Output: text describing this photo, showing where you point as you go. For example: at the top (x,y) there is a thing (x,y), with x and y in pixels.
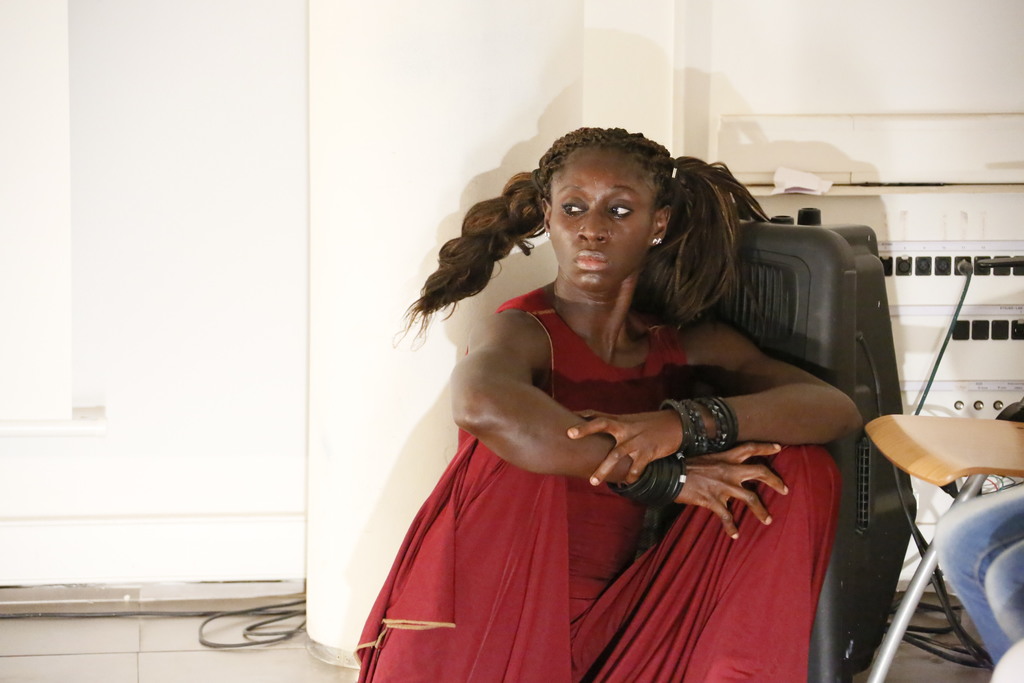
This is the picture of a lady (600,393) wearing red dress (621,516) and sitting on the floor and she has some black bands (655,482) to her hand (693,480) and beside her there is a plug socket (921,316) and a chair (944,459).
